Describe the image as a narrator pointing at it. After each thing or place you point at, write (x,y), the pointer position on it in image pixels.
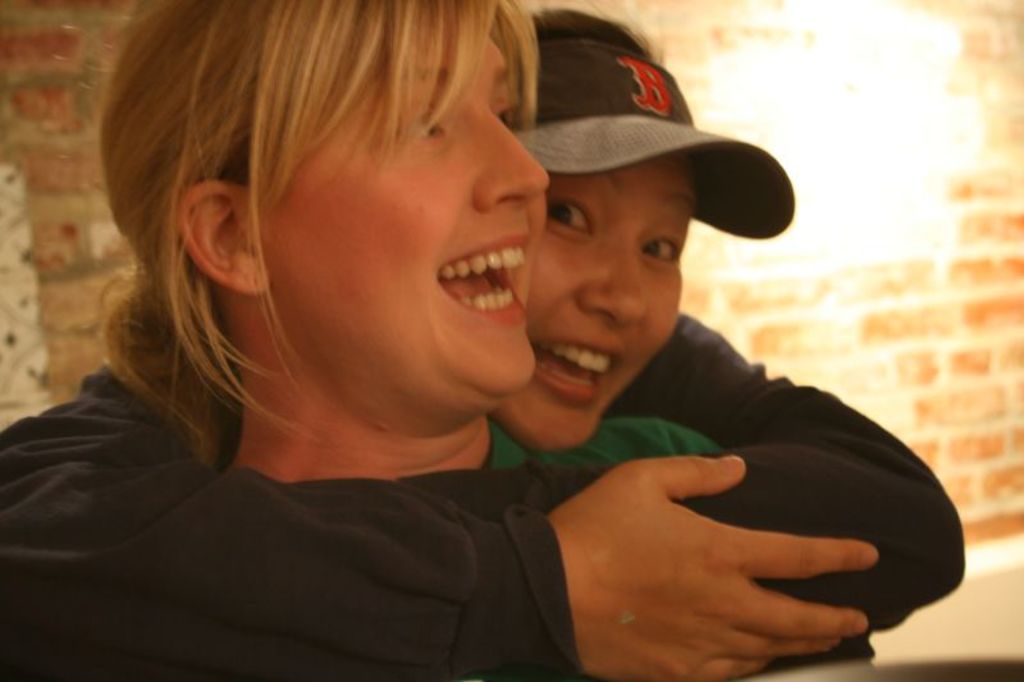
In this image in front (238,659) there are two people (425,369) wearing a smile on their faces (451,310). In the background of the image (875,323) there is a brick wall (946,318).
